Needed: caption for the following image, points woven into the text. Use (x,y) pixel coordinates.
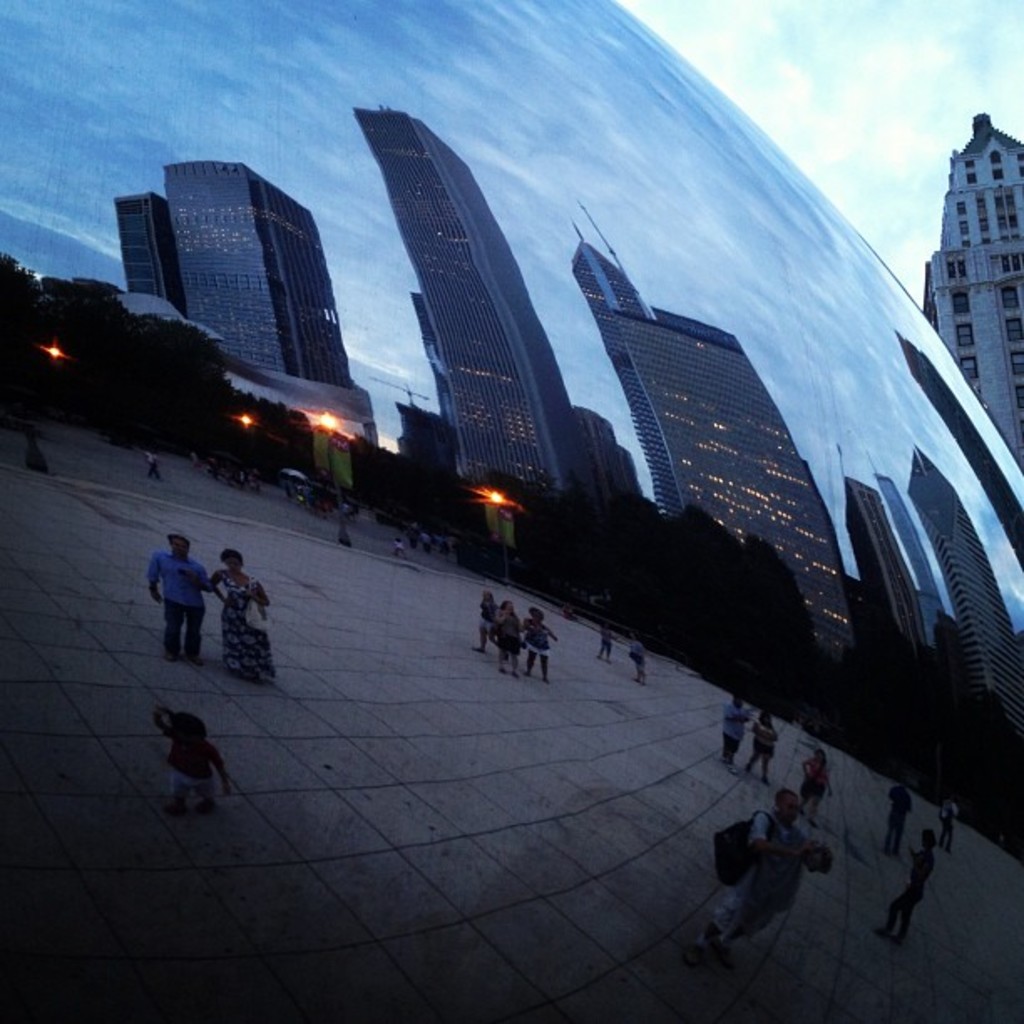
As we can see in the image there are buildings (1016,270), trees (667,551), lights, few people (153,594) here and there and on the top (851,89) there is sky (847,88).
